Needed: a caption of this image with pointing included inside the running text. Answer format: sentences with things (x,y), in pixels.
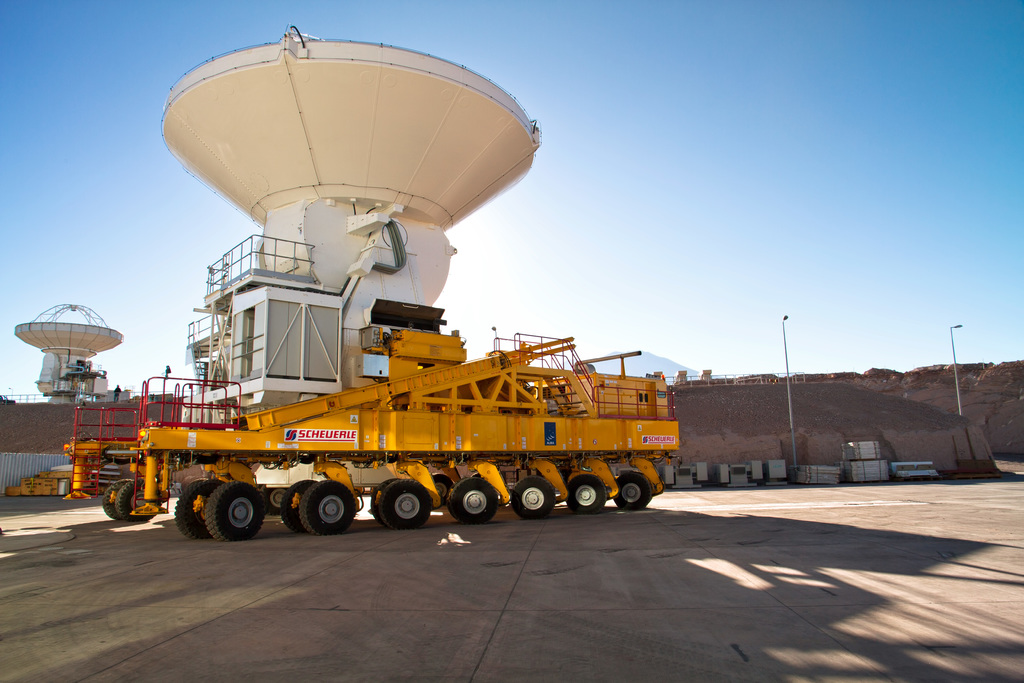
In this image there is a machine (262,406) on a vehicle (477,461), in the background (63,473) there is equipment (702,374) and soil (847,378) and the sky (686,111).
